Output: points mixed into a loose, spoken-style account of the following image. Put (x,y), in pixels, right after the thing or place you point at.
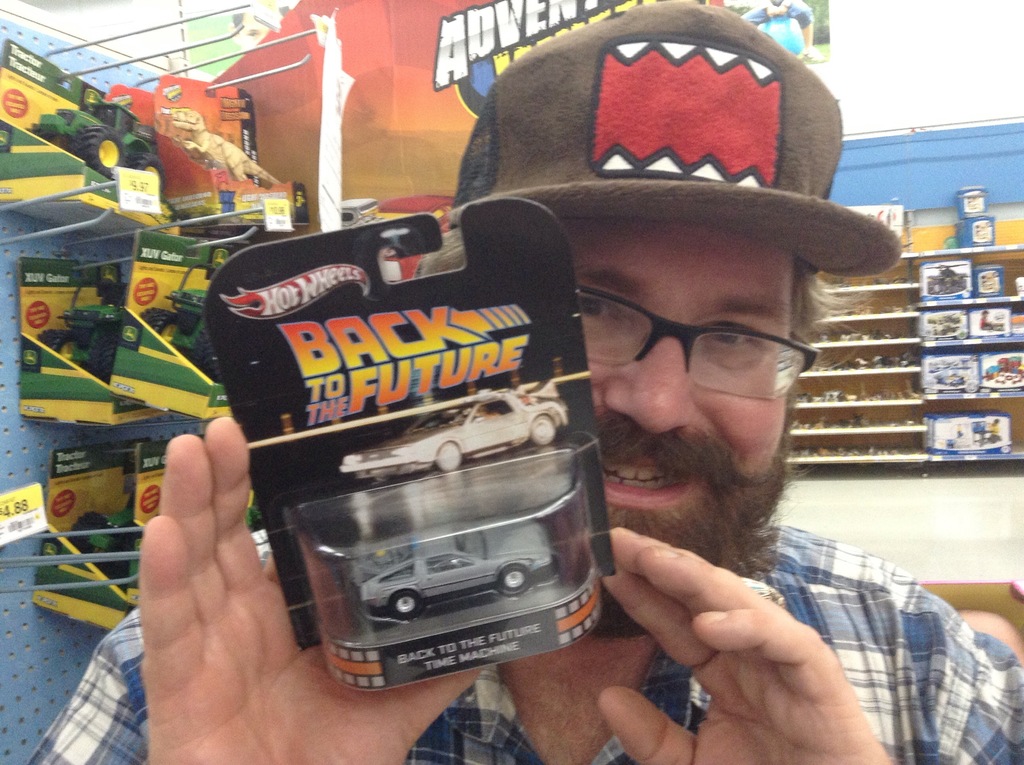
There is one person (660,287) wearing a cap (651,141) and holding a packet (451,473) as we can see in the middle of this image (469,499). There is a wall (76,233) in the background (68,423). There are some other objects (188,235) attached to this wall (63,447).
